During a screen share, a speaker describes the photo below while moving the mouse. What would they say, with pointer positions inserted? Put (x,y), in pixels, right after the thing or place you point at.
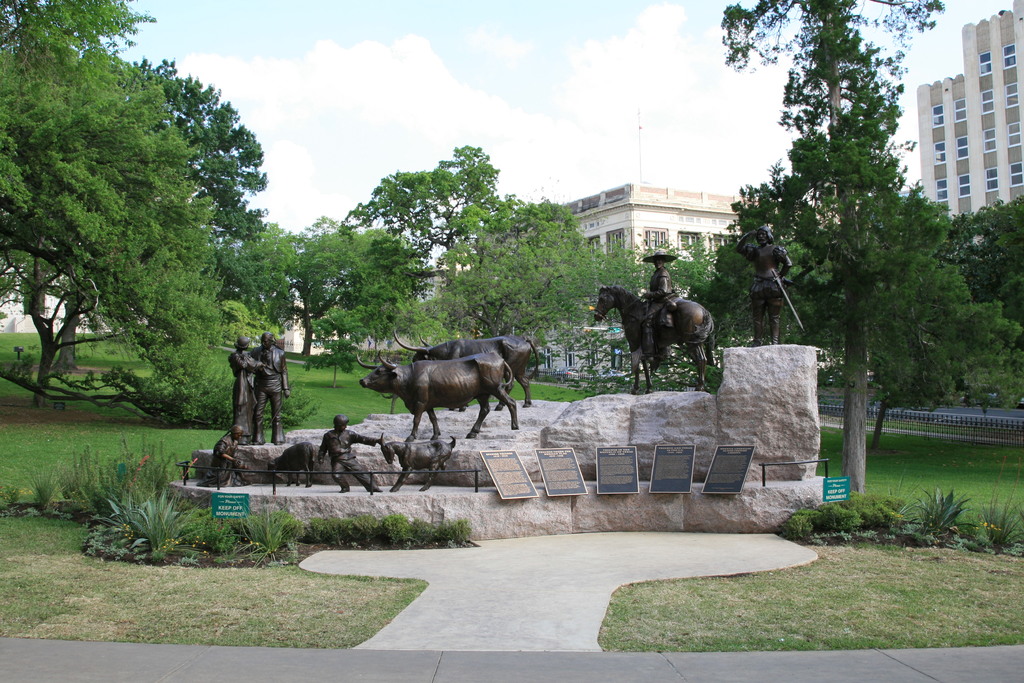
This image consists of trees (437,296) in the middle (380,276). There are buildings (995,125) in the middle (582,353). There are statues (634,339) in the middle (430,447). There is sky (509,93) at the top (774,156).
